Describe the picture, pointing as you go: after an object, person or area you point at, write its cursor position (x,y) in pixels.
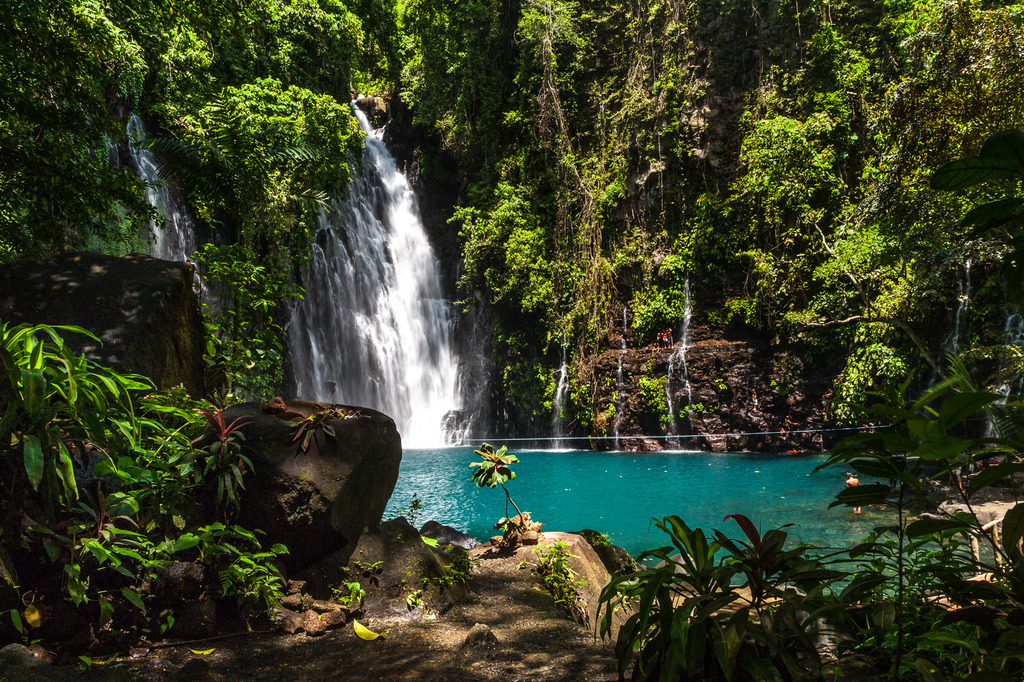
In this picture there is a person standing in the water (637,491) and there is a waterfall (300,357) and there are trees (623,123) on the hill (531,171). At the bottom (676,463) there is water (658,456). At the back (672,329) there might be group of people (663,339) standing on the hill (650,339).
